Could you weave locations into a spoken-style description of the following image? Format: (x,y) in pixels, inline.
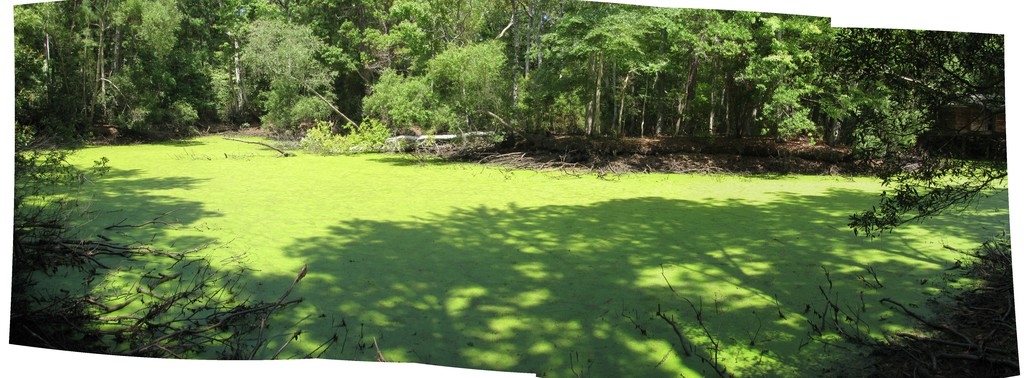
In this image in the front (136,294) there are dry branches (920,335) of a tree (938,330). In the center (463,247) there is a pond (534,244) covered with green plants (578,229). In the background (498,31) there are trees (836,62) and there are dry leaves (632,148).
